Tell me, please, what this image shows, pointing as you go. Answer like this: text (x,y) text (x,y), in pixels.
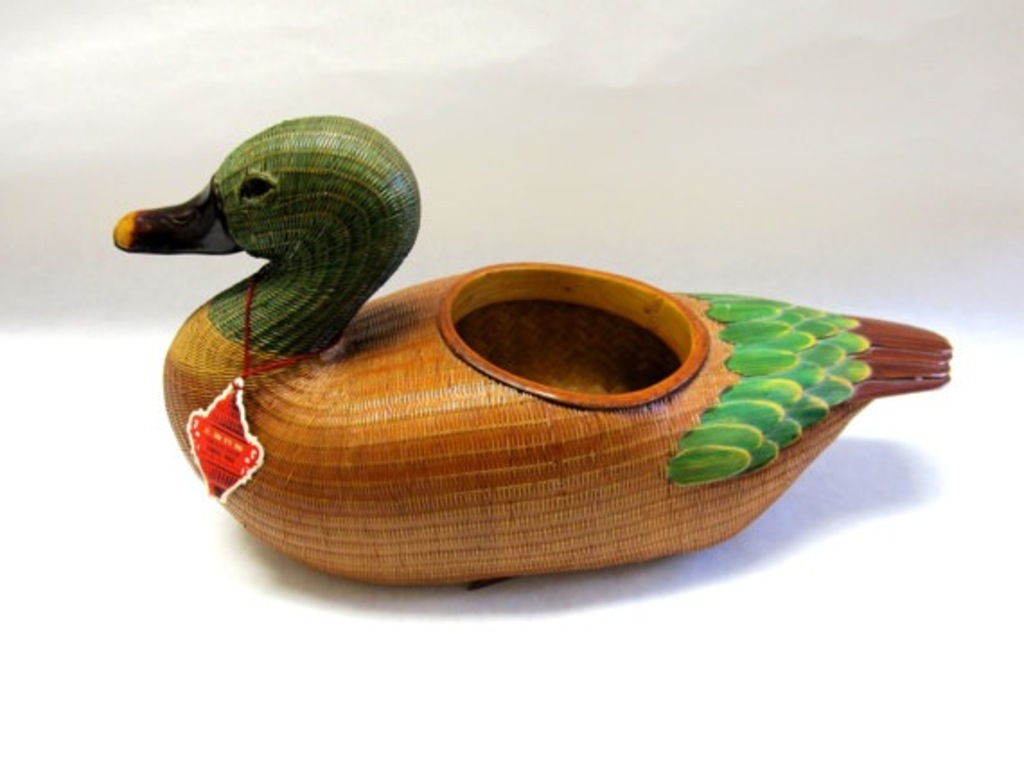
In the center of the image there is a duck toy (852,400).
